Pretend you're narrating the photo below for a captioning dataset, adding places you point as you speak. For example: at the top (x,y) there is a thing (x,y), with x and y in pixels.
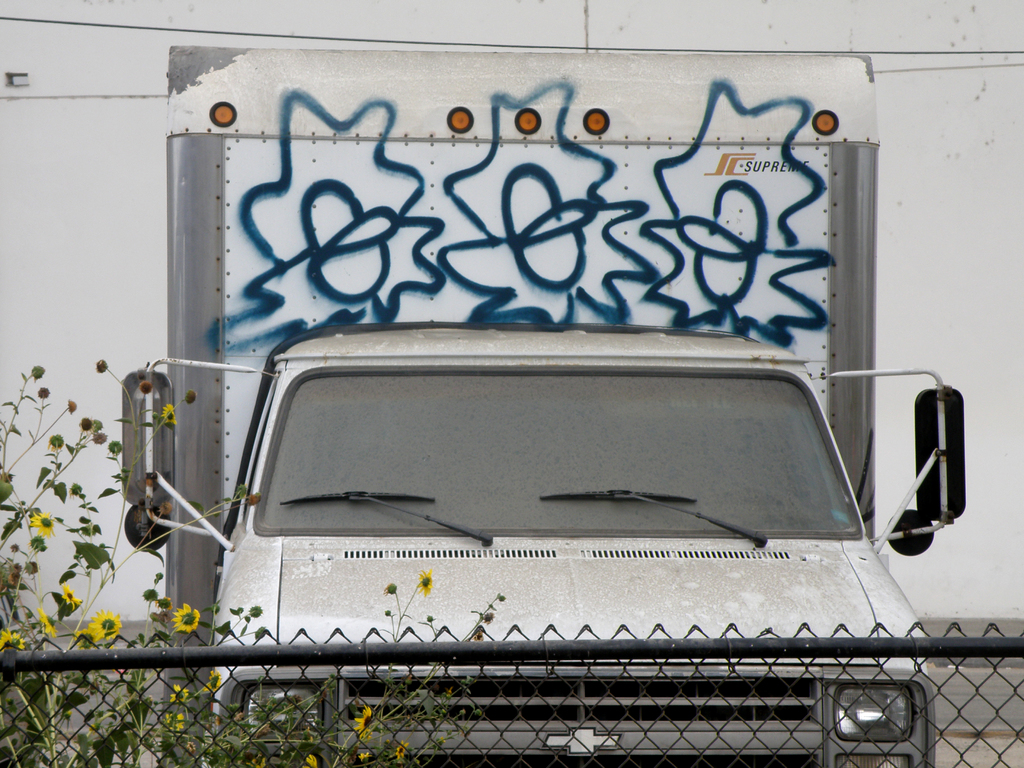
This picture shows a truck (287,499) parked and we see painting (791,233) on it and we see plants (87,555) with flowers (314,766) and a metal fence (312,724) and we see a wall (993,547) on the back (150,287).
